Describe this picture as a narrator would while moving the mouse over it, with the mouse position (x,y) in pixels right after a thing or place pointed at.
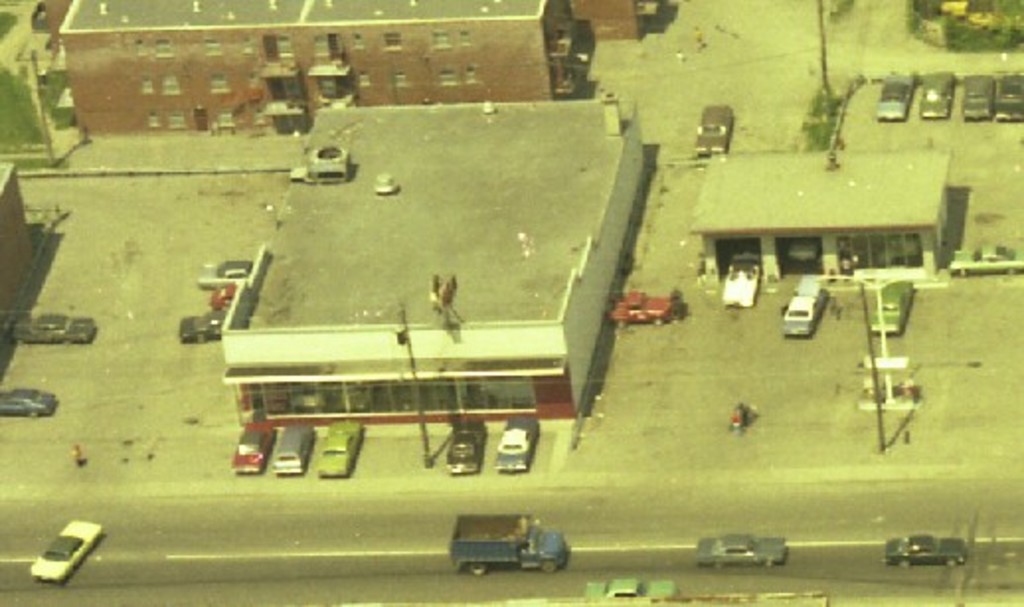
This is the aerial view image of a town (350,52), there are many cars (473,435) all around the buildings (612,268) and some cars (749,562) are going on the road (543,590).
